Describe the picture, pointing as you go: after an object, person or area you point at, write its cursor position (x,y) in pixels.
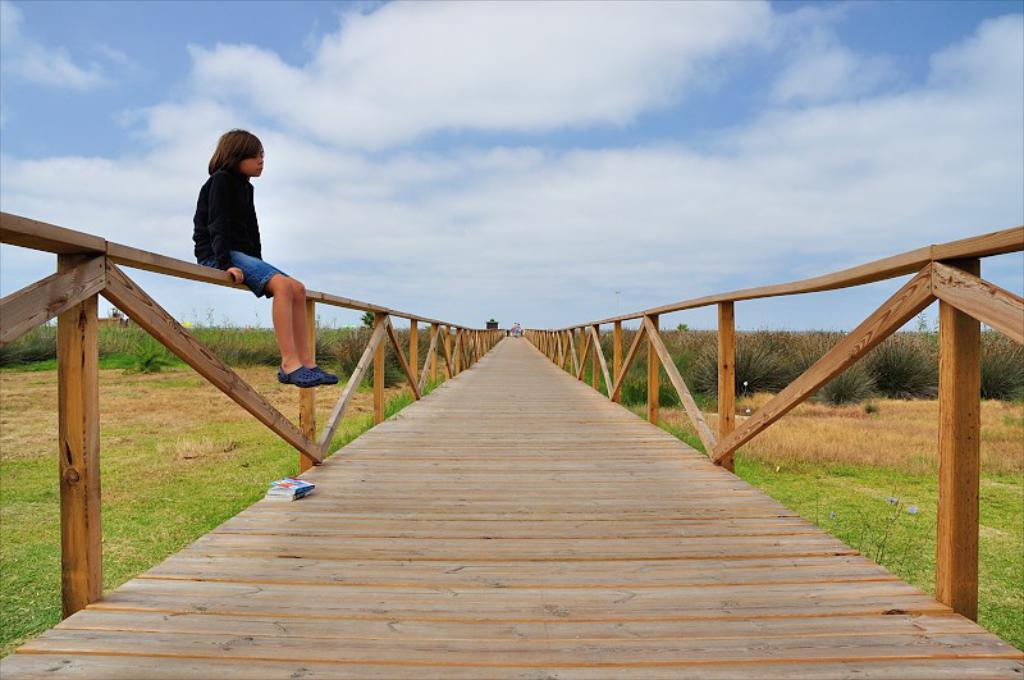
In the image there is a kid (219,181) in black dress (222,209) sitting on fence (224,278) of wooden bridge (508,340) and on either side there is grassland (145,464) and above its sky (398,117) with clouds (452,102).
